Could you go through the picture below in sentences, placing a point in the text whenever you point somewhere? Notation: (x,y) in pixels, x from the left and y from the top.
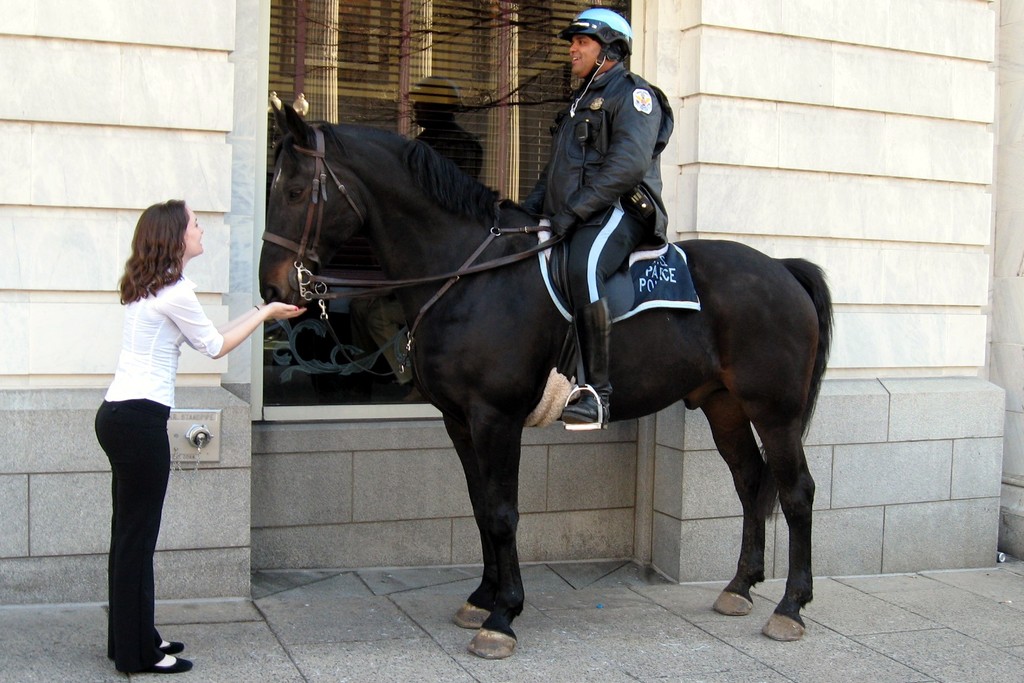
A man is sitting on the black horse (477,380) in the left (103,434) a woman (125,653) is standing and holding a horse (284,283).
